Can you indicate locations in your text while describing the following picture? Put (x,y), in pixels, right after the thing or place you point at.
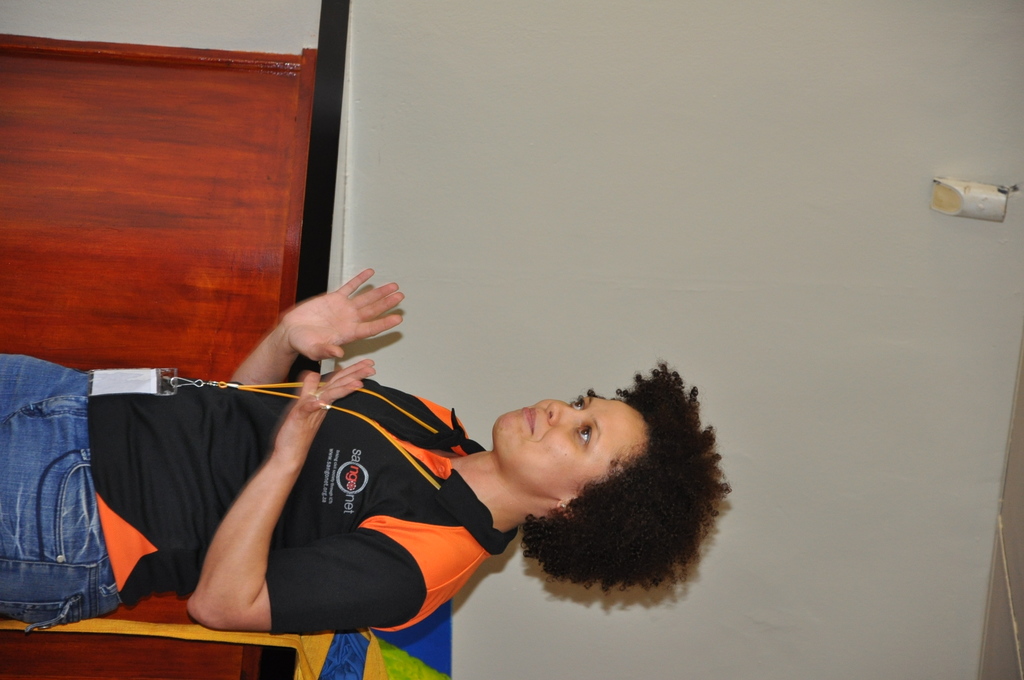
In this picture I can see there is a woman (45,552) standing, she is wearing a black and orange shirt (394,500) and she is wearing an ID card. There is a table (245,297) behind her and there is an object (370,641) placed on the table (220,670).
